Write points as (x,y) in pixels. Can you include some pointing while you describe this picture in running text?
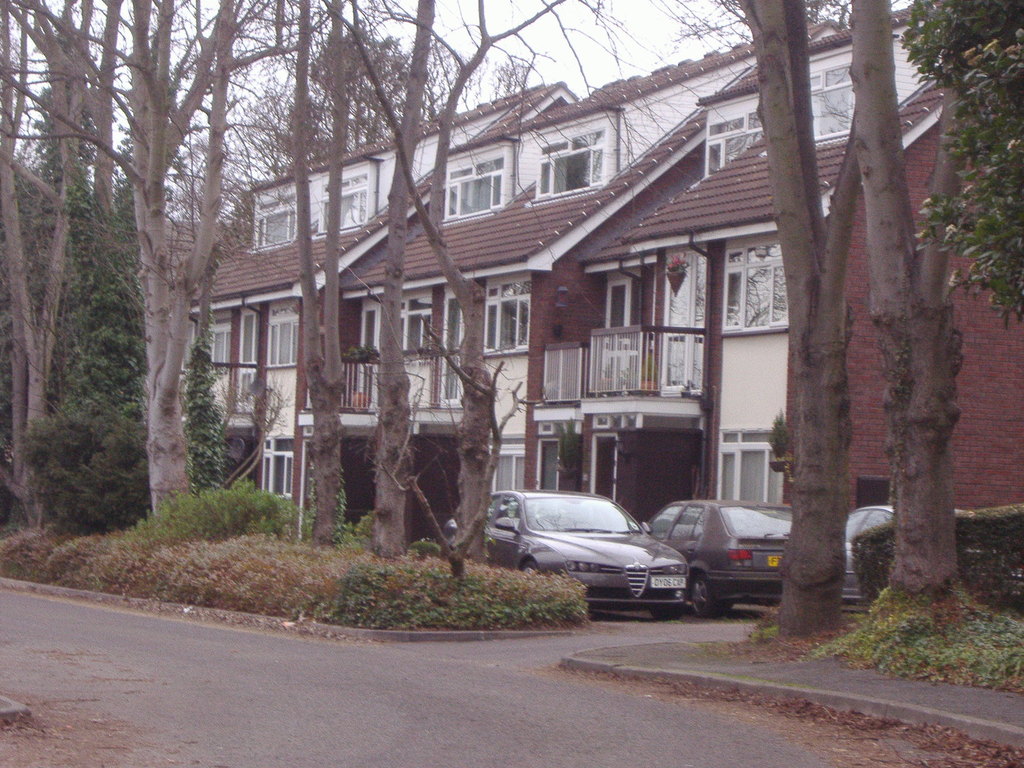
In this image in the center (386,380) there are some buildings (594,303), cars (708,520), trees (10,308) and at the bottom (436,691) there is a road (696,692) and some plants (410,604). And at the top of the image (584,20) there is sky (401,47).
